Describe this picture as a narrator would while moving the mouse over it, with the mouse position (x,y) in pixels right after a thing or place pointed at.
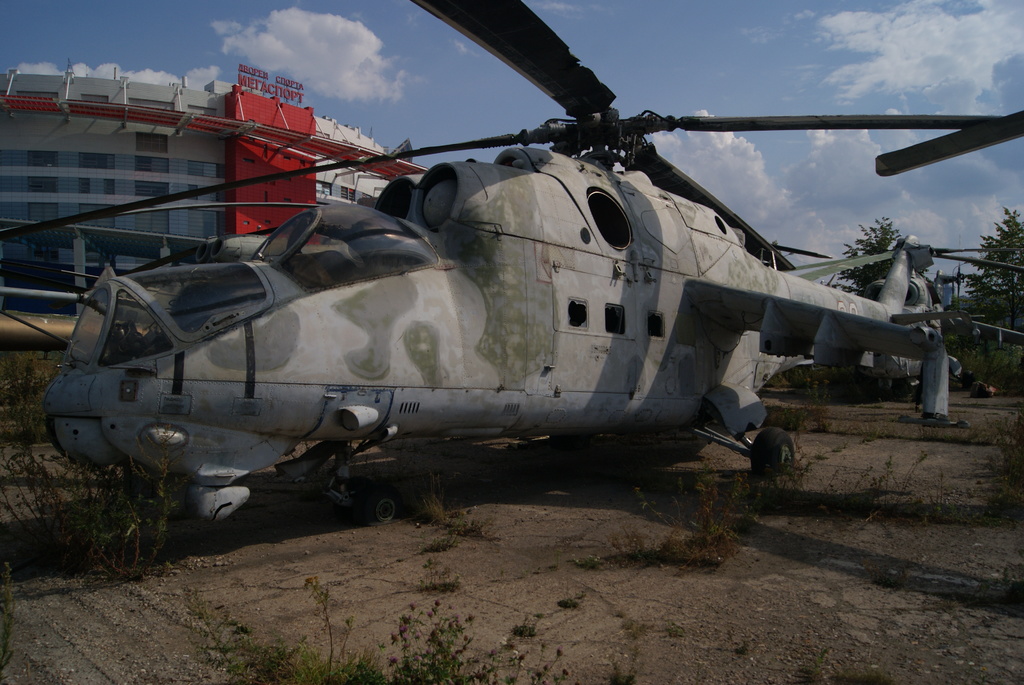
In the center of the image (631,298) there is a chopper (231,384). In the background of the image (343,196) there is building (253,132). At the top of the image (855,33) there is sky (68,33), clouds (850,161). At the bottom of the image (327,609) there are plants (403,667).
